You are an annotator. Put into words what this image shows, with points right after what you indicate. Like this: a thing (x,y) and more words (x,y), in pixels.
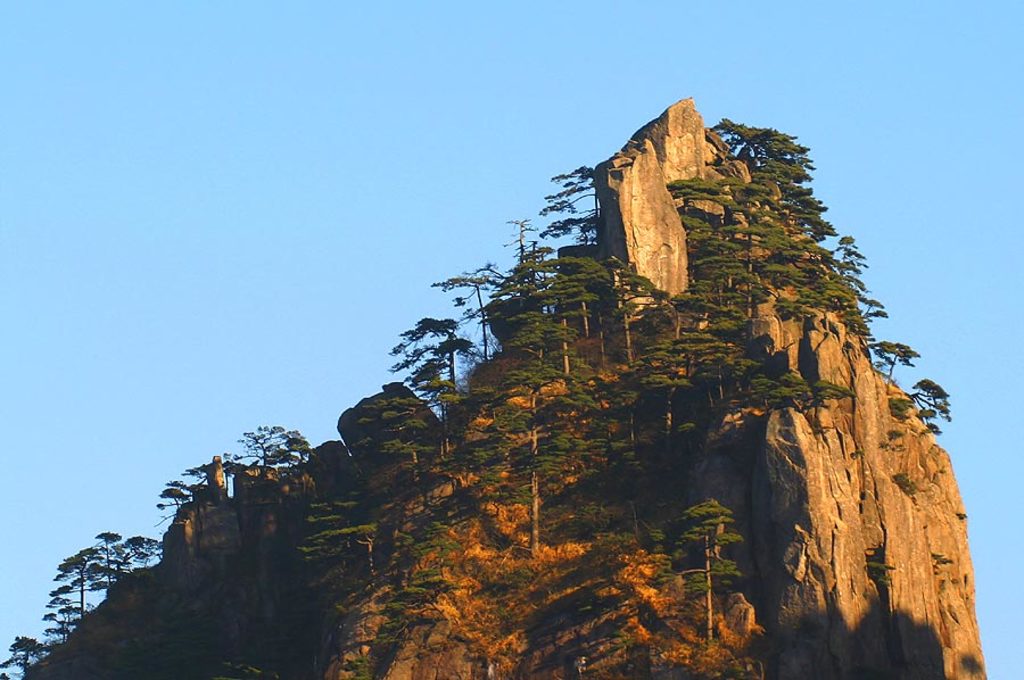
In this image in the front (504,392) there is a mountain (675,403) and there are trees (586,438) on the mountain (252,626).
